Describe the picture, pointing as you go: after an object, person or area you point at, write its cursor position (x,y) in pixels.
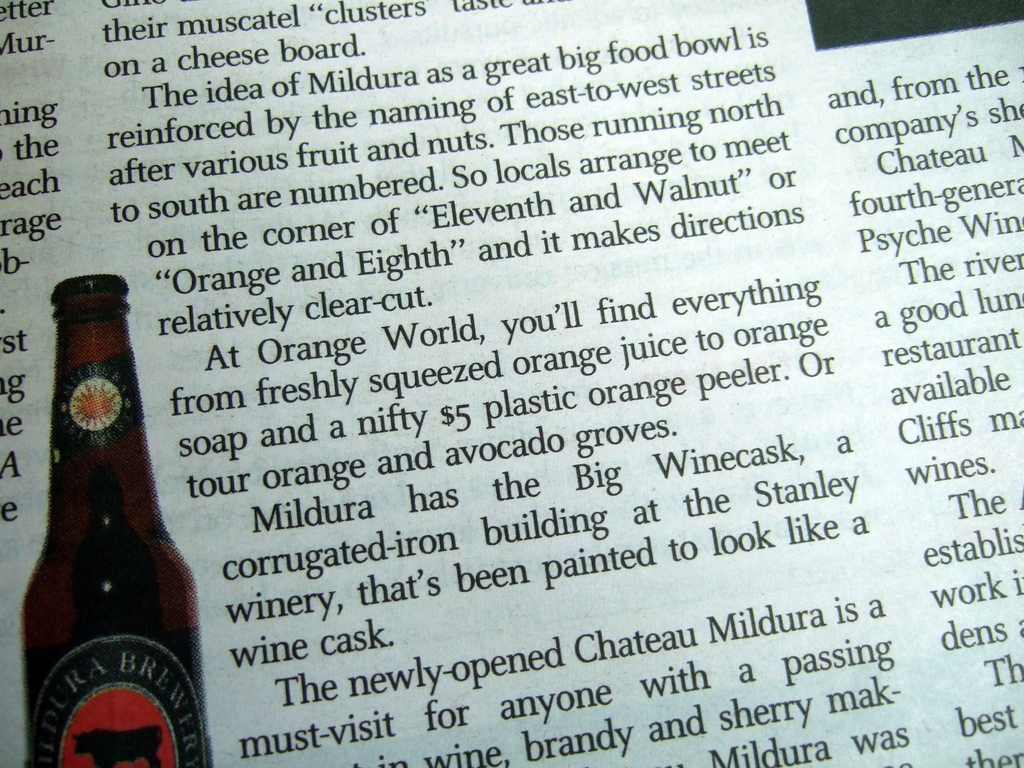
In the image I can see a picture (95,573) of a bottle (115,554) and something written on the paper (577,336).
